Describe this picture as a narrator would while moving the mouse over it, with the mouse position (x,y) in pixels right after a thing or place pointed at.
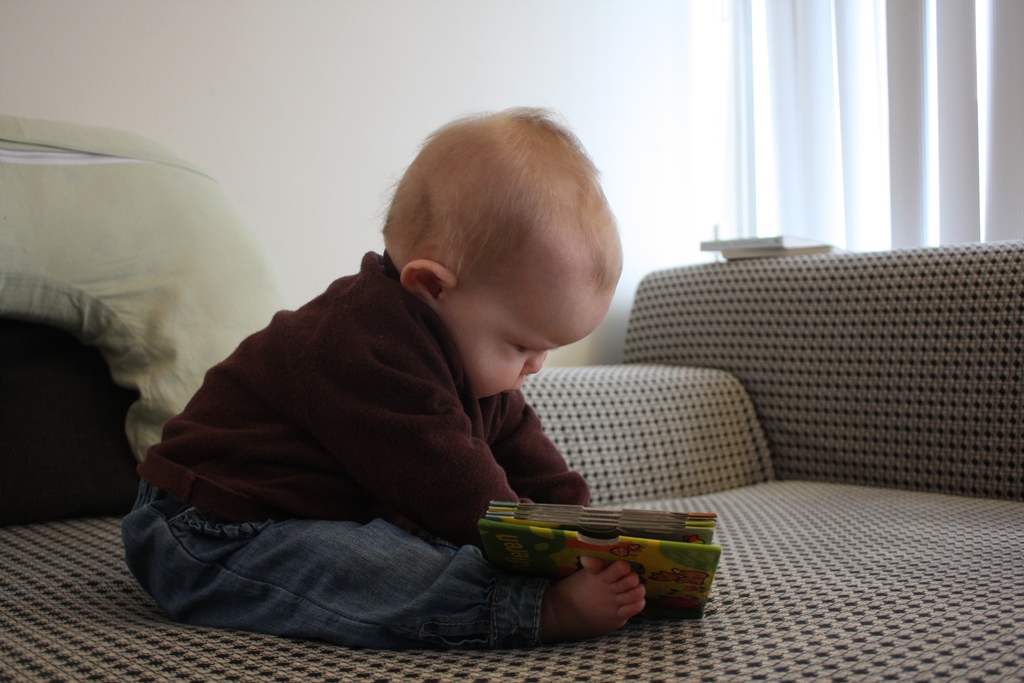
A baby (345,395) with maroon color jacket (336,445) and blue pant (332,610) sitting on a sofa (431,672). He is holding a book (594,517) in his hand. Behind the sofa (842,307) there is a curtain (851,124).
